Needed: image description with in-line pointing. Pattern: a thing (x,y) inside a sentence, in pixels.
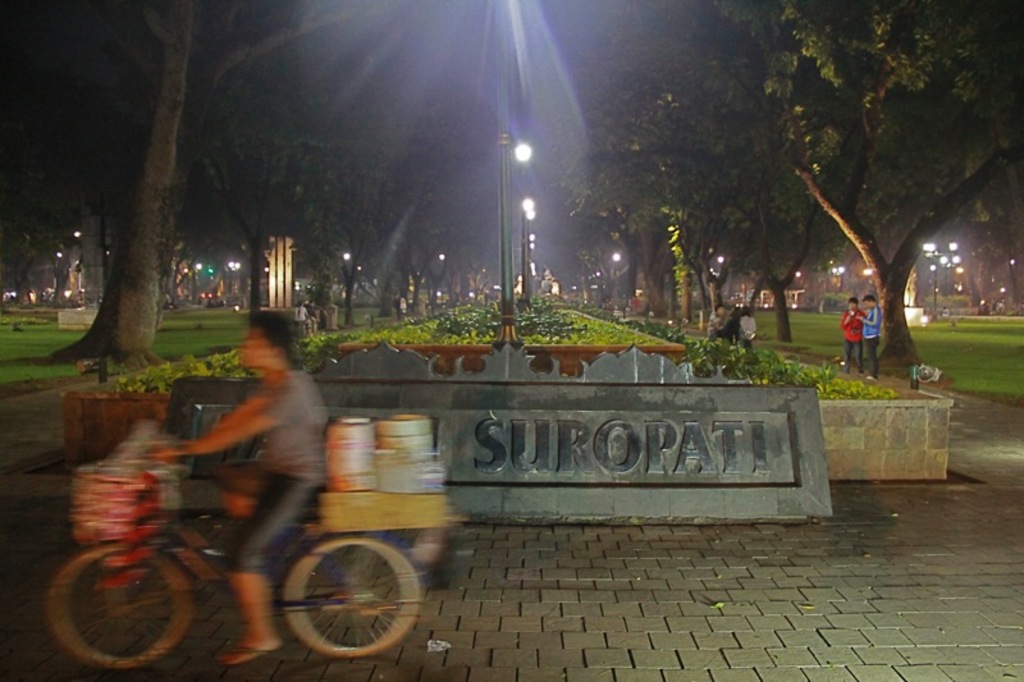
in the image we can see riding bicycle (282,552) carrying some objects (332,485). Here we can see one board (583,403) named as "Suropati". And back we can see lights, trees (341,204), grass (797,327), plants (526,341) and few persons (737,330) were standing and few more objects (513,343).
